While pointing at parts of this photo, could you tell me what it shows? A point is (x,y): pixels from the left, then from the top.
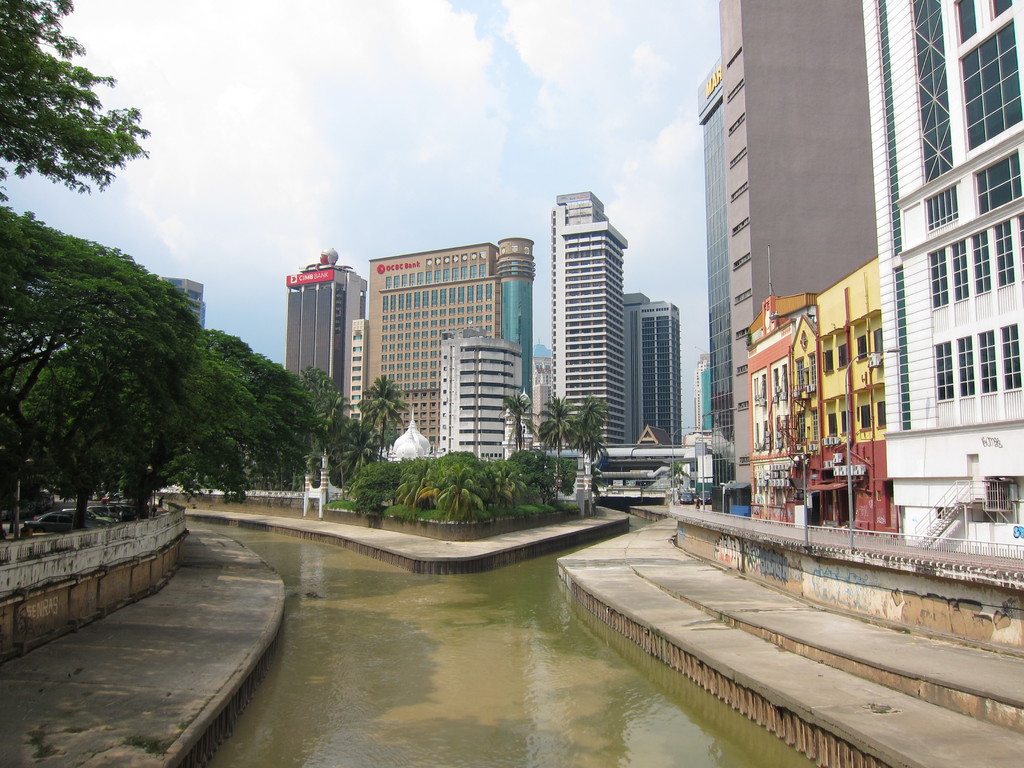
In the image we can see there are buildings (791,317) and these are the windows (993,373) of the building (924,388). This is a water (464,660), plant (452,499), grass (344,505), trees (289,418), light pole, fence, vehicles (40,516) and a cloudy sky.
